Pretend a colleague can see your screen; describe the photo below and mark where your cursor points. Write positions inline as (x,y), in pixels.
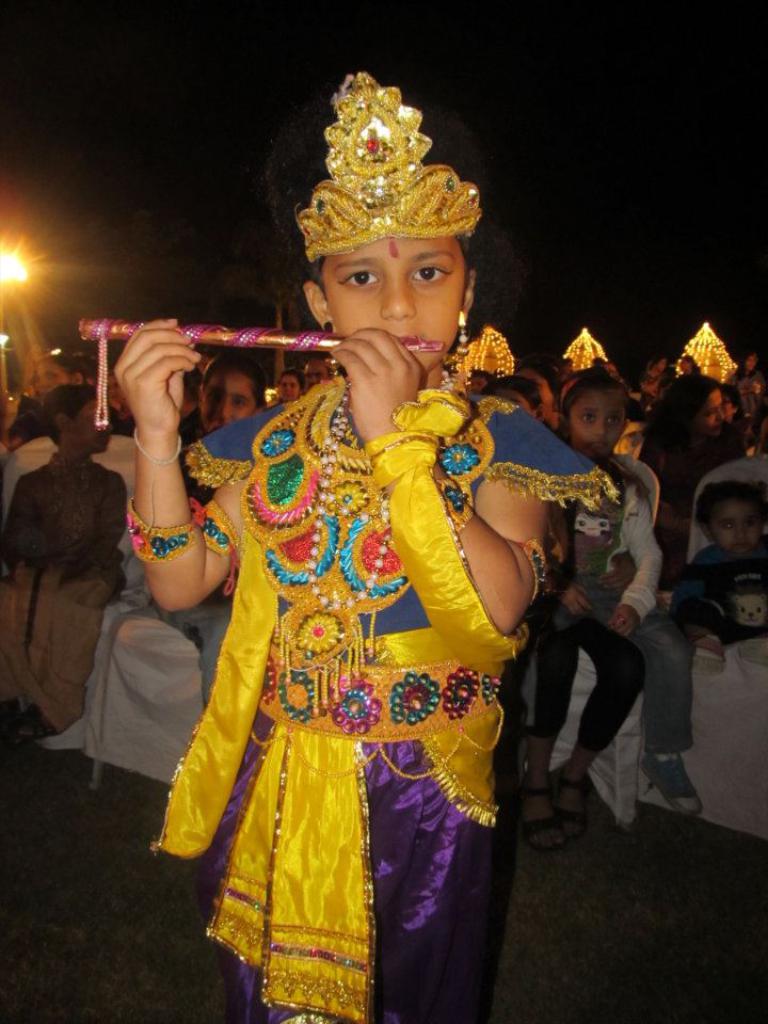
In the image there is a boy (392,472) wearing a fancy costume (417,626), behind him there are many people (590,401) sitting on the chairs (24,465) and on the left side (9,247) there is a light (6,259).
